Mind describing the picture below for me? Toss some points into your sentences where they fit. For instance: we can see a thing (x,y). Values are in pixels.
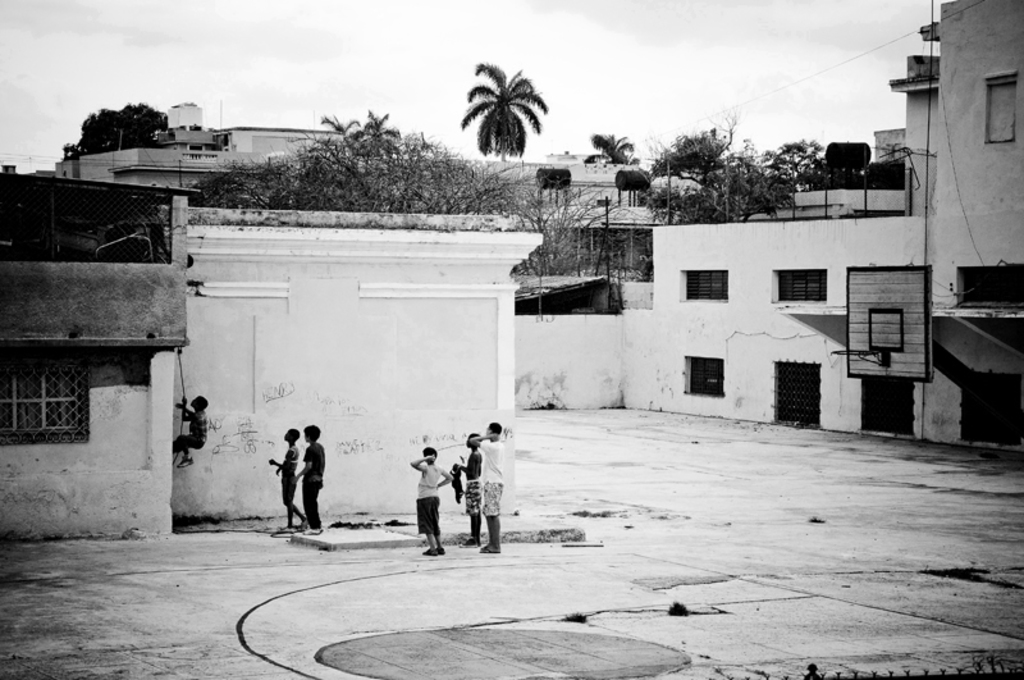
This is a black and white image. In the center of the image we can see some people (318,525) are standing. On the left side of the image (200,412) we can see a boy (184,399) is climbing a house (283,374). In the background of the image (341,359) we can see the buildings (1016,188), windows (692,386), houses (587,296), trees (680,164), solar water heaters (546,184), basketball court (886,352). At the bottom of the image (488,593) we can see the ground (723,565). At the top of the image (863,66) we can see the sky (746,36).
